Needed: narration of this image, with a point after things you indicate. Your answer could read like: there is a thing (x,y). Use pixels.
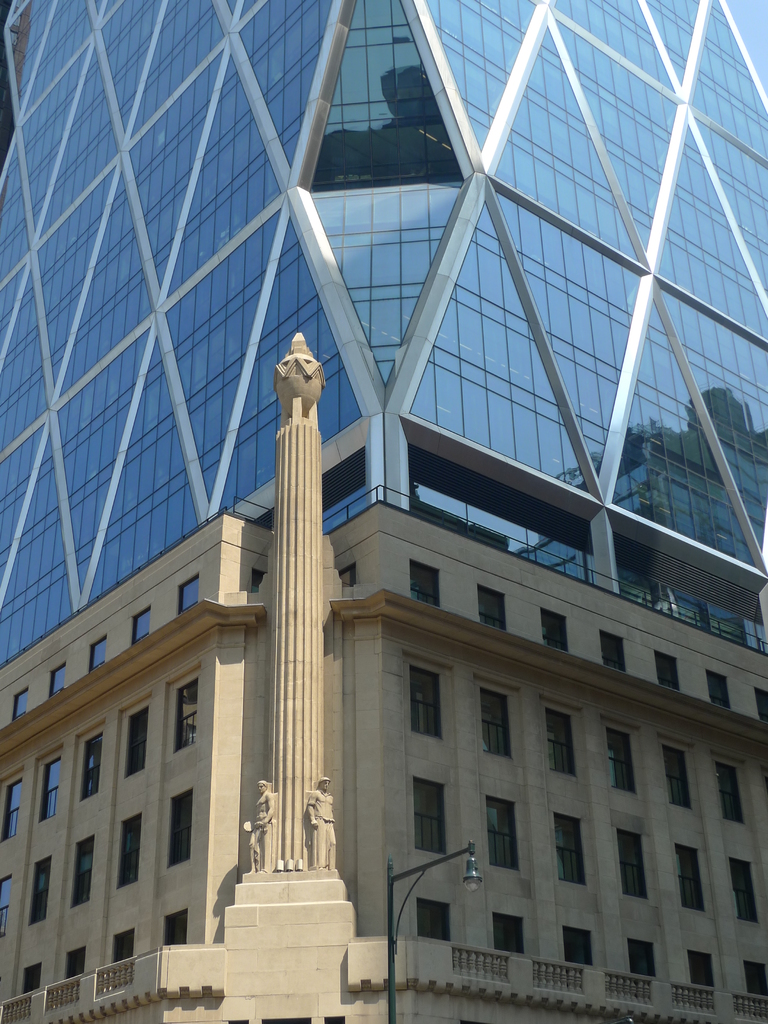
In the center of the image (293,670) we can see pillar (284,653). In the background (328,632) we can see buildings (614,723). At the bottom of the image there is light pole (471,850).
